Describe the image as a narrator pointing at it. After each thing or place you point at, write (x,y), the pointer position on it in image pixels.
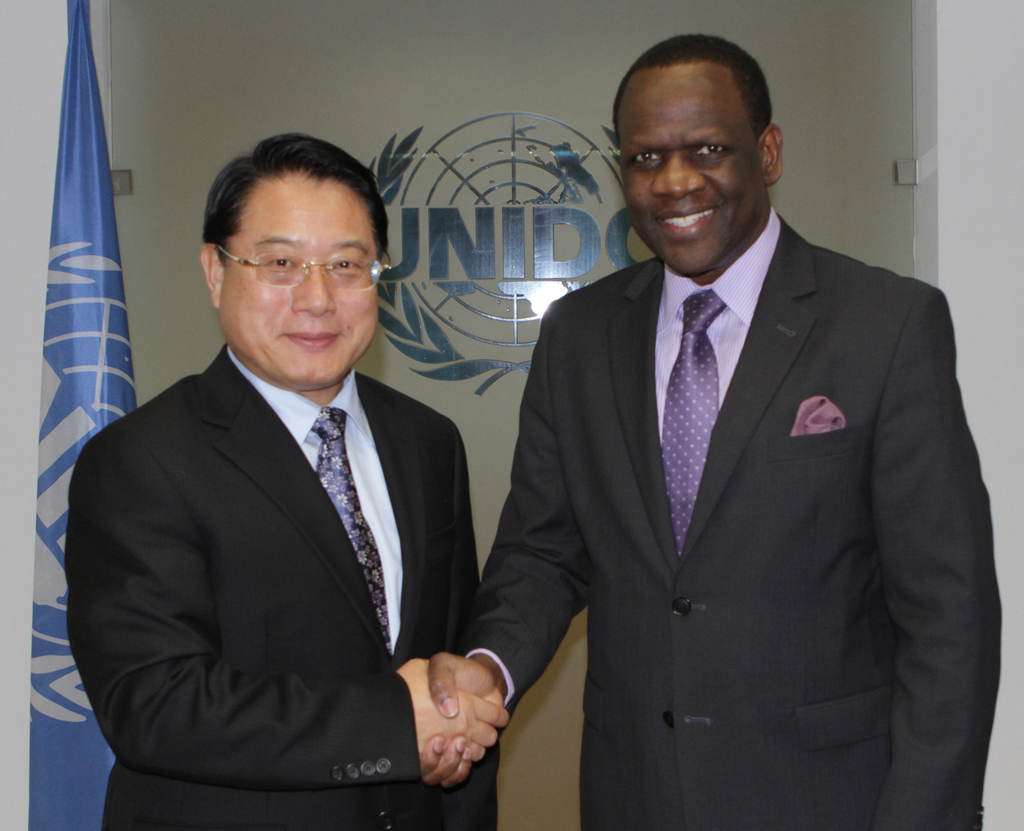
In this picture there are two persons (447,500) standing and shaking hands (503,682) with each other having smile on their faces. On the left side (63,385) there is a flag (80,364) which is blue and white in colour. In the background (454,326) on the wall (512,326) there is some text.
